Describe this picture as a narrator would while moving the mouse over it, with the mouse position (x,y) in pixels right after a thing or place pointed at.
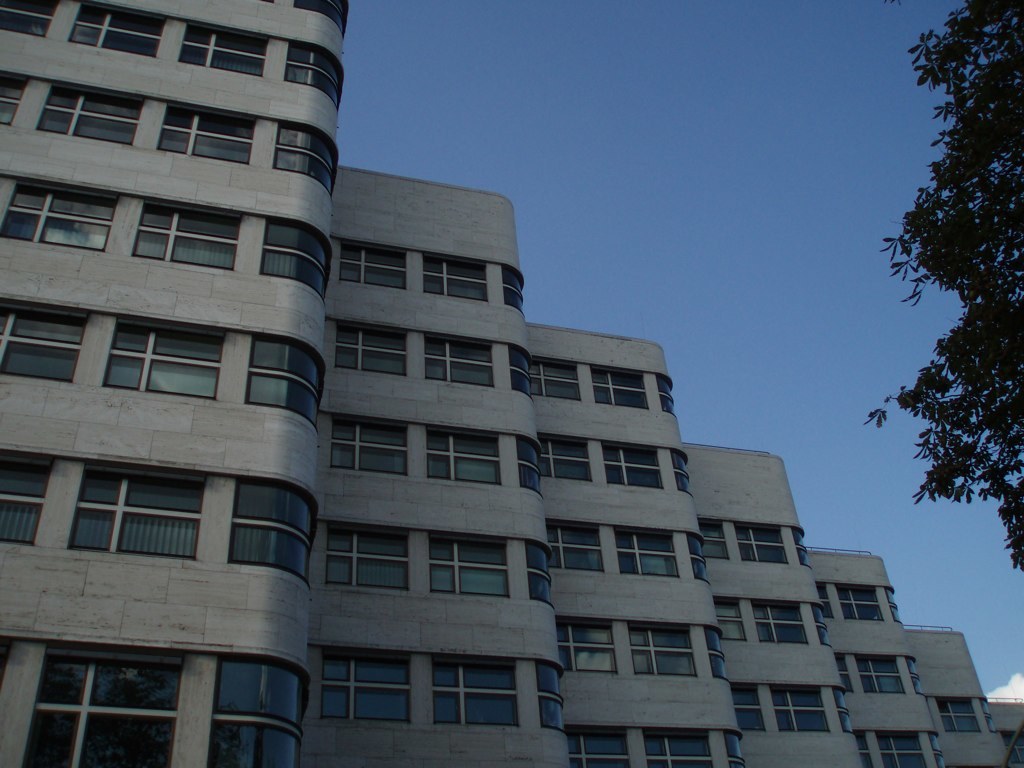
In this picture I can see number of buildings (261,345) in front (403,411) and on the right side of this picture (988,92) I can see the leaves (928,379). In the background (553,164) I can see the sky (829,347).
